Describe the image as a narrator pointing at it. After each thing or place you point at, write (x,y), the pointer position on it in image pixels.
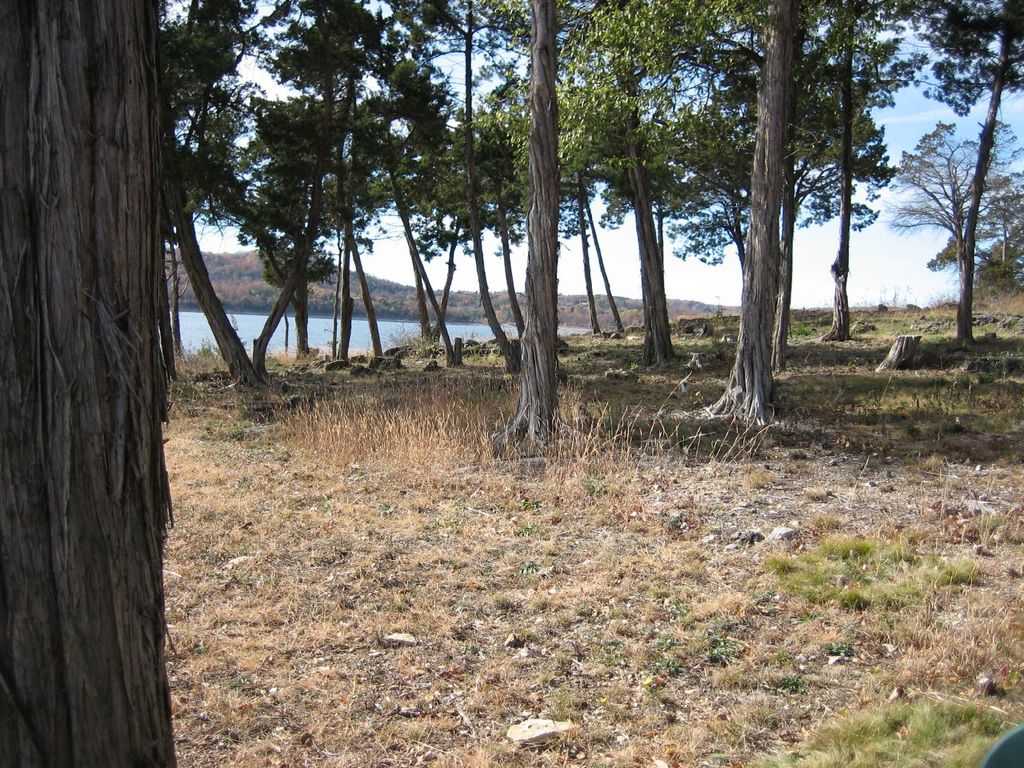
There are trees (161,324), there is water (292,328) and mountains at the back (181,342).
